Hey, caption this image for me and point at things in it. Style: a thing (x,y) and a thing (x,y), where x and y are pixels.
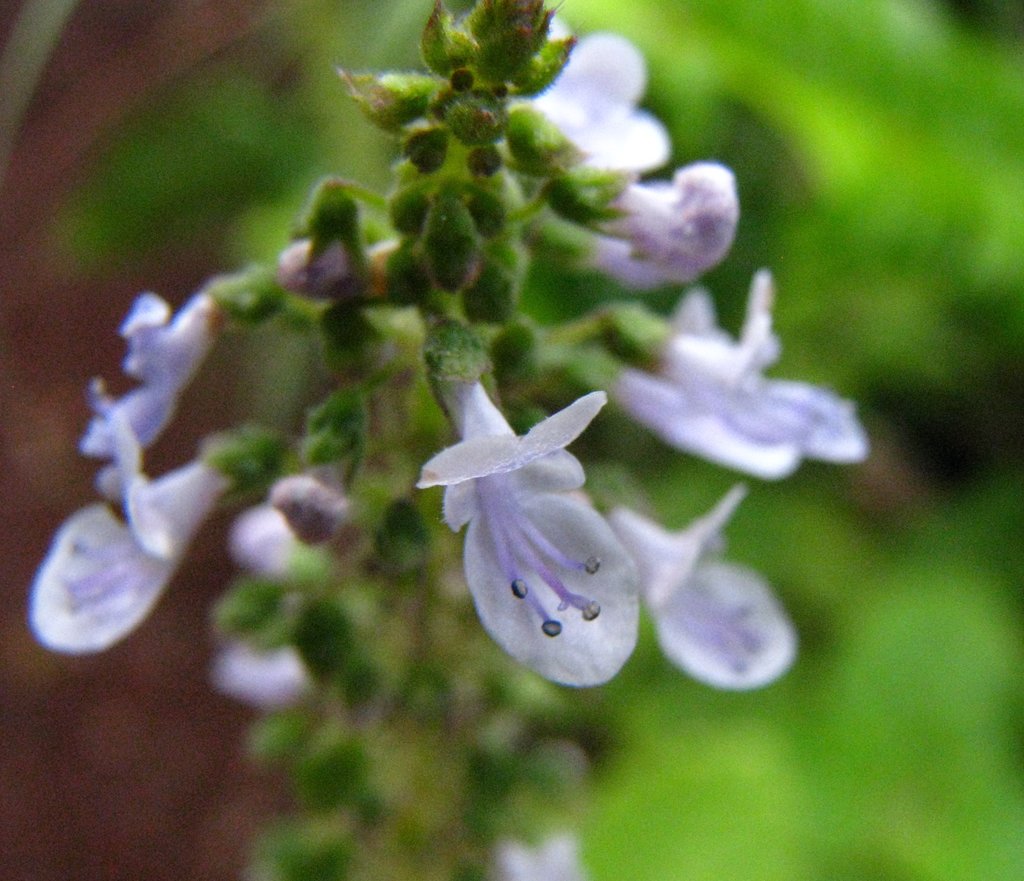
In this image, I can see the flowers (142,506) and the buds (471,200) to the stem (470,177). The background (773,103) looks green in color, which is blurred.
